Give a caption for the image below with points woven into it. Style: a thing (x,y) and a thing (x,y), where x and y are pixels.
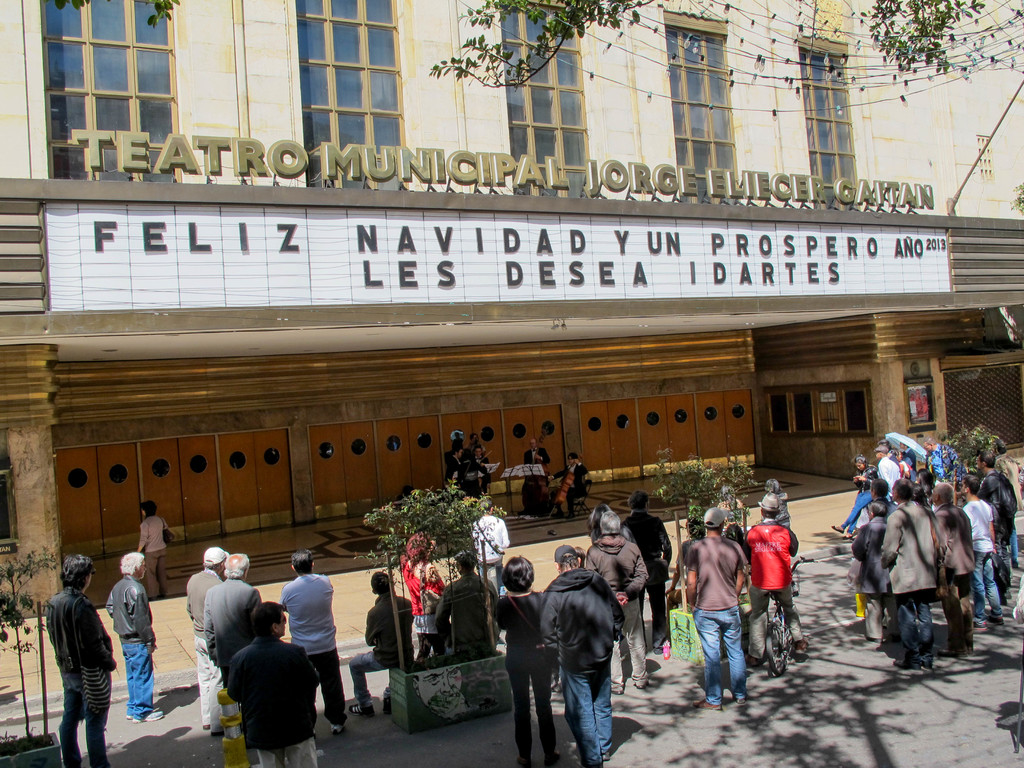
In this image there are group of people (618,590) standing, a bicycle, plants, building (20,378), tree (561,32), rope light (697,59), group of people (544,449) standing and holding musical instruments (538,479), books (528,470) on the stands (524,470).
